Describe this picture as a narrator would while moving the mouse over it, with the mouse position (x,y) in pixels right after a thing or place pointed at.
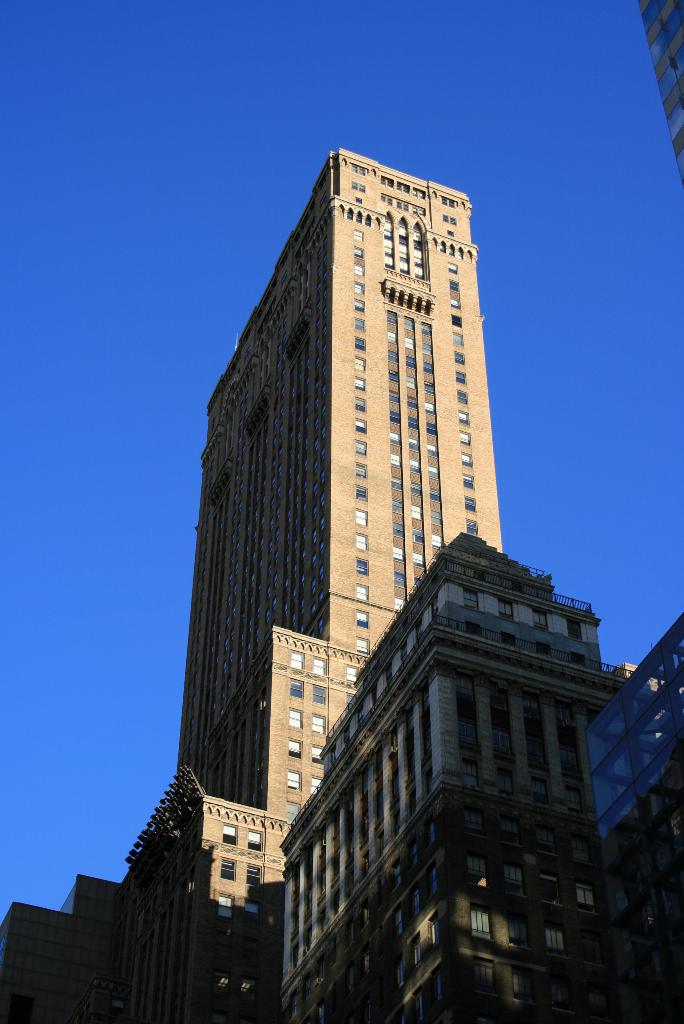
These are the very big buildings (435,517), at the top (267,133) it is the sky (245,228).
